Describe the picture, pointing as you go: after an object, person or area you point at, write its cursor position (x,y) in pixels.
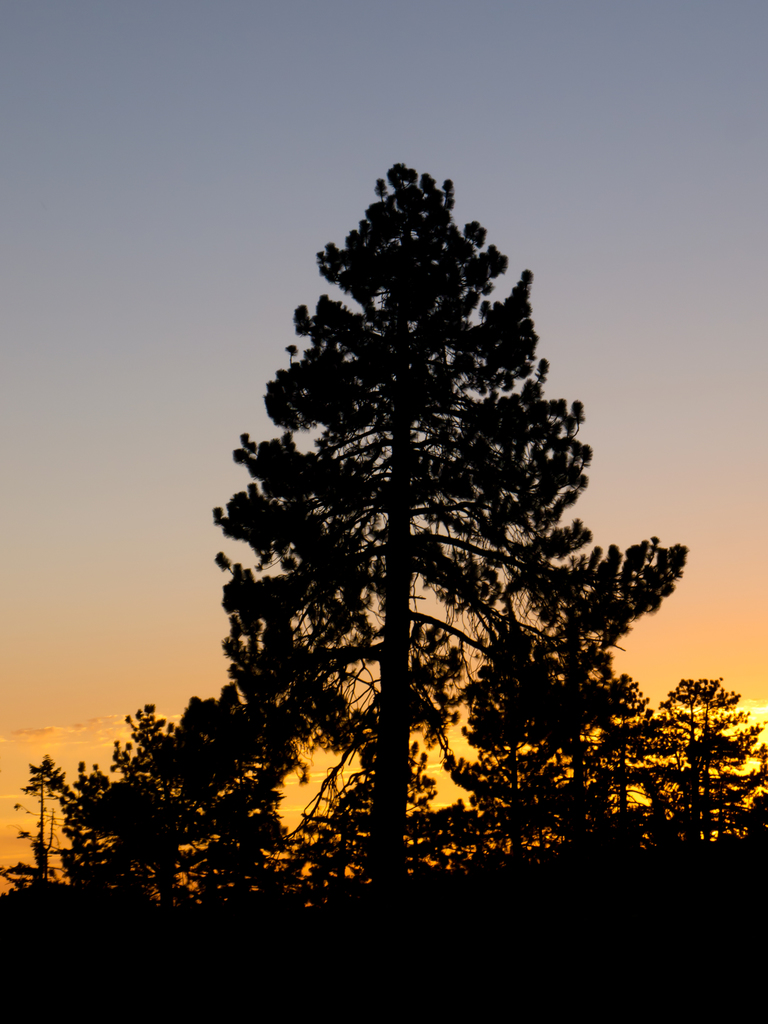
In this image we can see a group of trees (412,438). On the backside (196,341) we can see the sky (219,351) which looks cloudy.
